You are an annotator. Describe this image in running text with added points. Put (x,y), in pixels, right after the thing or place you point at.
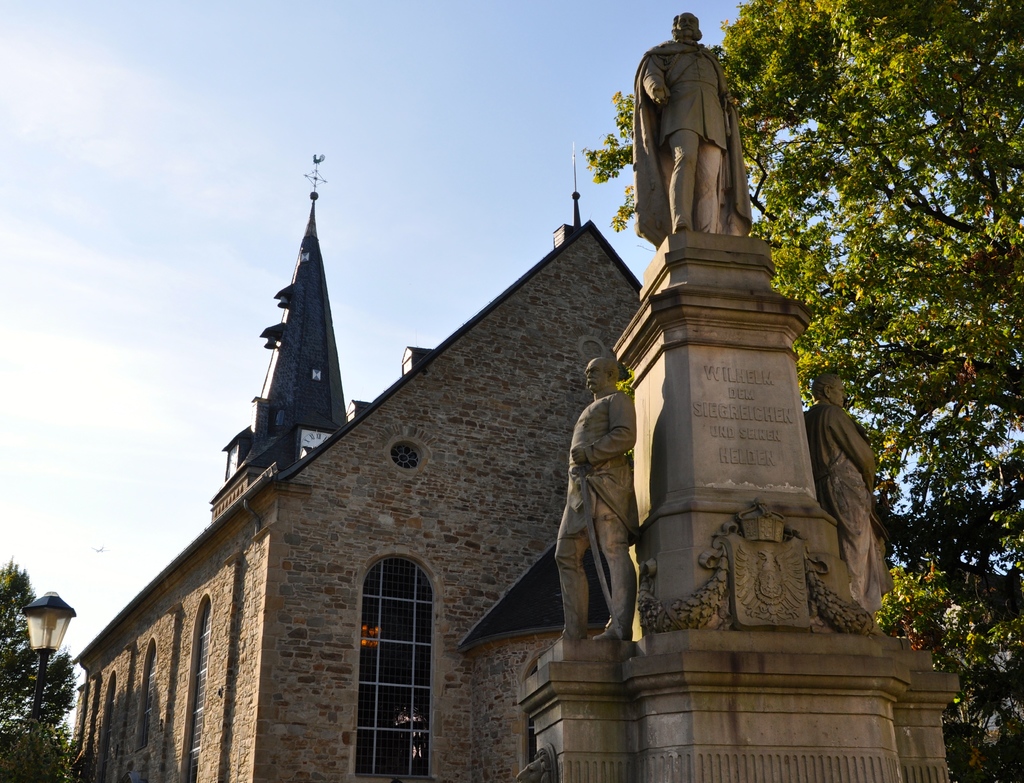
At the top (328,62) we can see sky (352,103). Here we can see trees (51,664). This is a light (30,632). Here on a pedestal (744,385) we can see statues (861,576). This is a wall (474,520) and a window (396,684).
